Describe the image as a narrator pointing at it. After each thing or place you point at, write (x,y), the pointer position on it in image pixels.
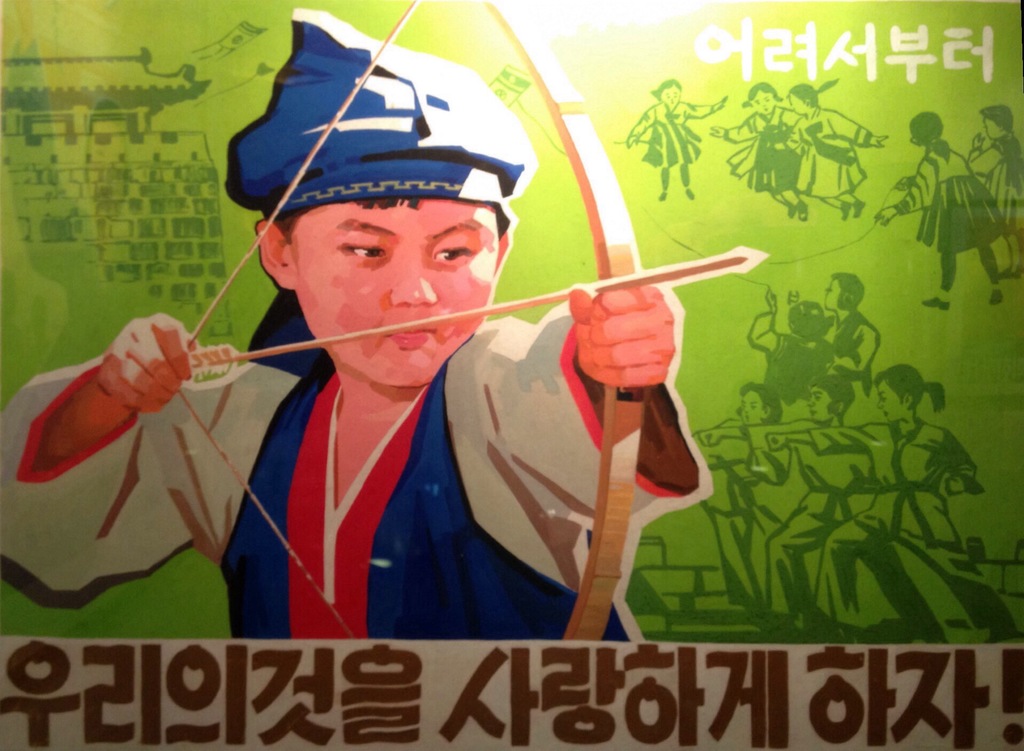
Here in this picture we can see a banner (959,611), on which we can see a child (372,359) holding a bow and arrow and some other text (635,653) also painted on it over there.
